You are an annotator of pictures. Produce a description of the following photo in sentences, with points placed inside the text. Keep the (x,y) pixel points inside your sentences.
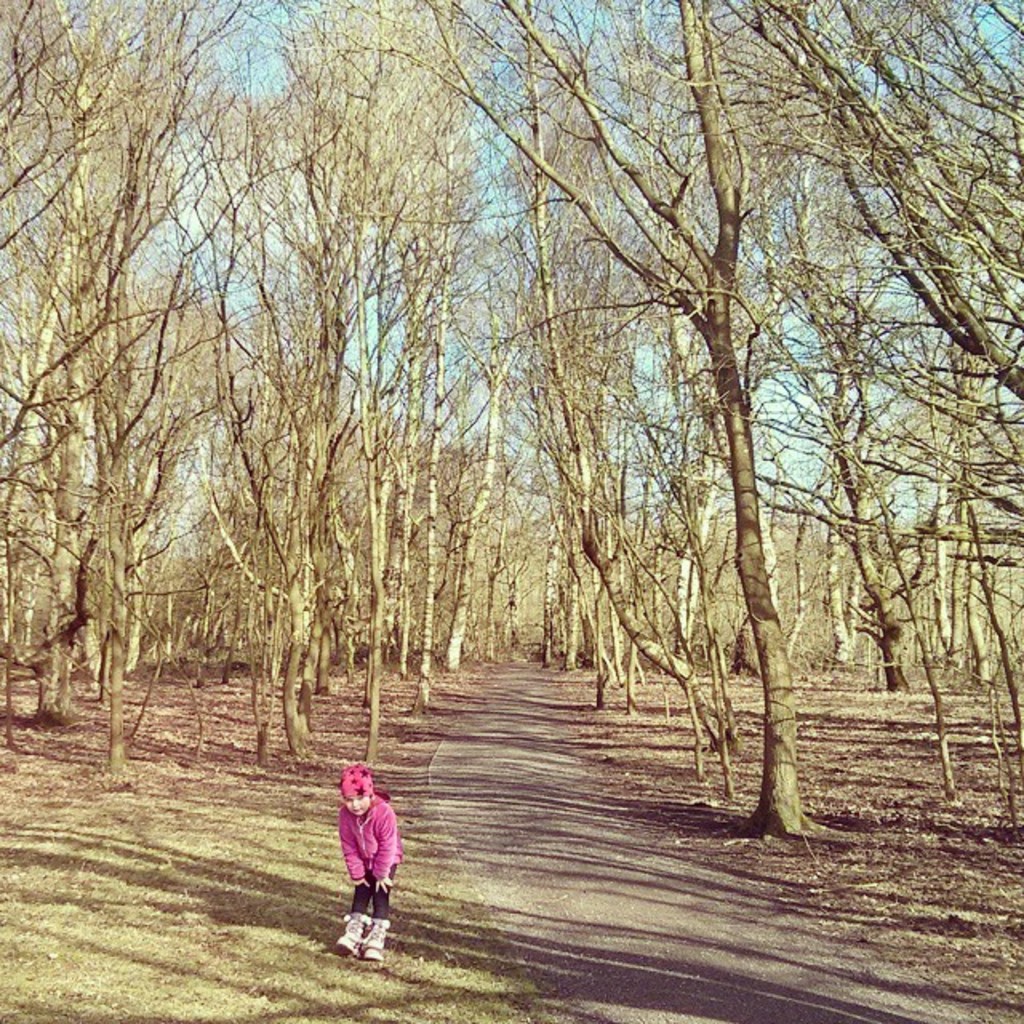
In the picture I can see a child (363,915) is standing on the ground (336,892). In the background (407,632) I can see trees (407,632), the grass (331,800), a road (539,843) and the sky (611,257).
